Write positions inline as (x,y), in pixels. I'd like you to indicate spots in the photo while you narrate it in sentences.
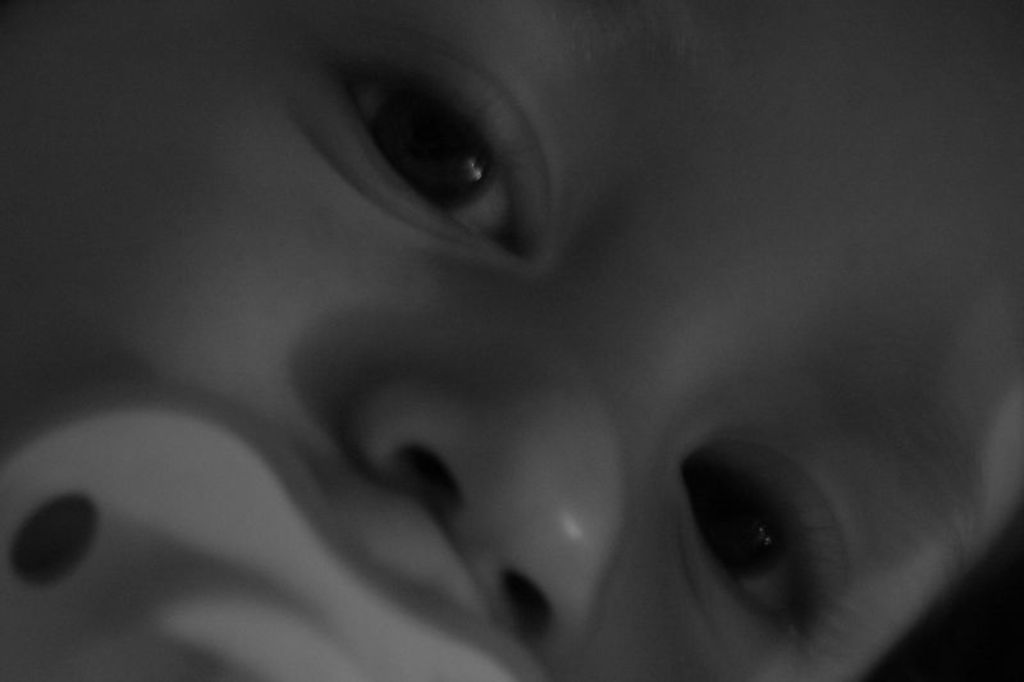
In this image we can see a face (618,434) of a child (433,282) and there is a nipple (277,499) in his mouth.
